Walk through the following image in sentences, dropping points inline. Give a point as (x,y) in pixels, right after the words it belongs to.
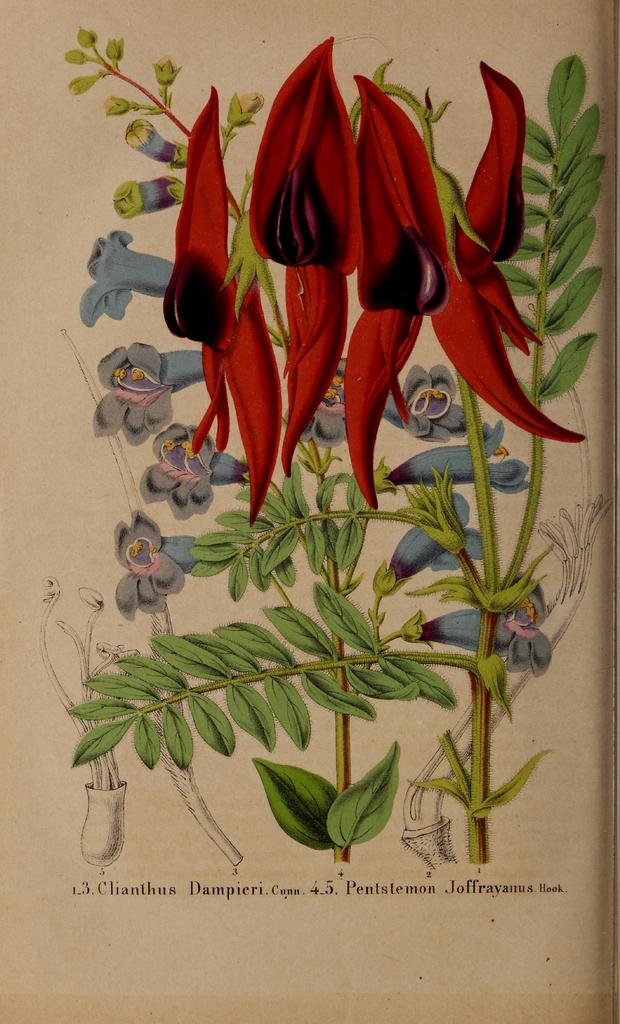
In this image we can see the pictures (207,173) of plants (275,646) and flowers (264,434) on a paper (224,789).
